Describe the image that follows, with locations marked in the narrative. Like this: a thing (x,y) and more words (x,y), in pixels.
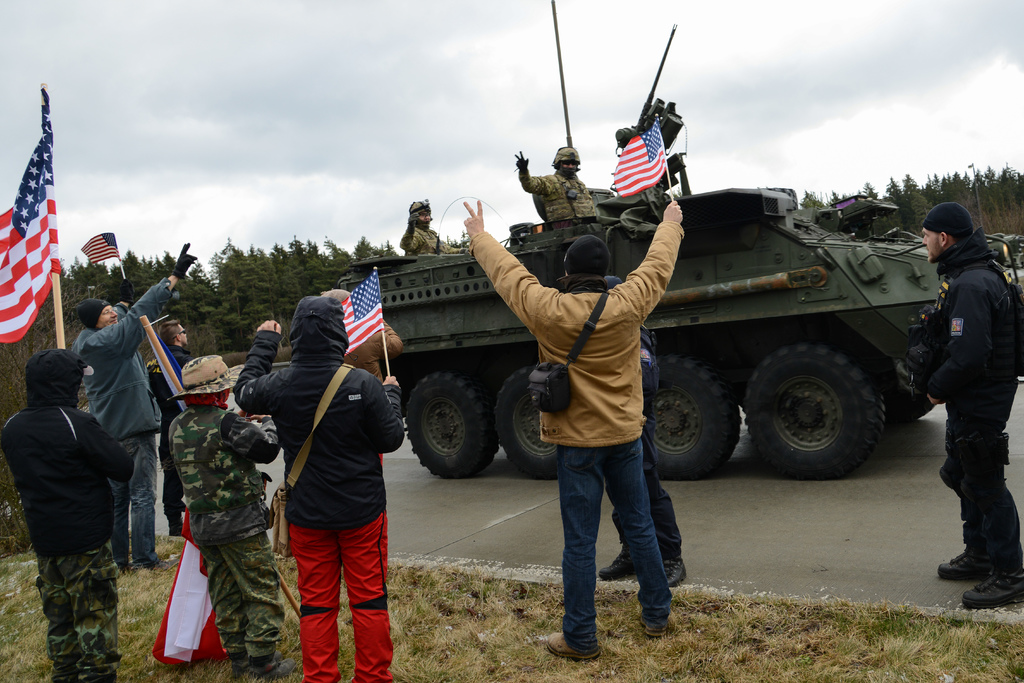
In the image we can see there are people (559,453) around standing, they are wearing clothes (378,536), shoes (172,557) and some of them are wearing a cap (187,365). We can see the flags (36,303) of the country and there is a vehicle (714,347) on the road (743,483). We can see there are many trees (292,288) around. Here we can see grass (826,651) and cloudy sky (314,106).
